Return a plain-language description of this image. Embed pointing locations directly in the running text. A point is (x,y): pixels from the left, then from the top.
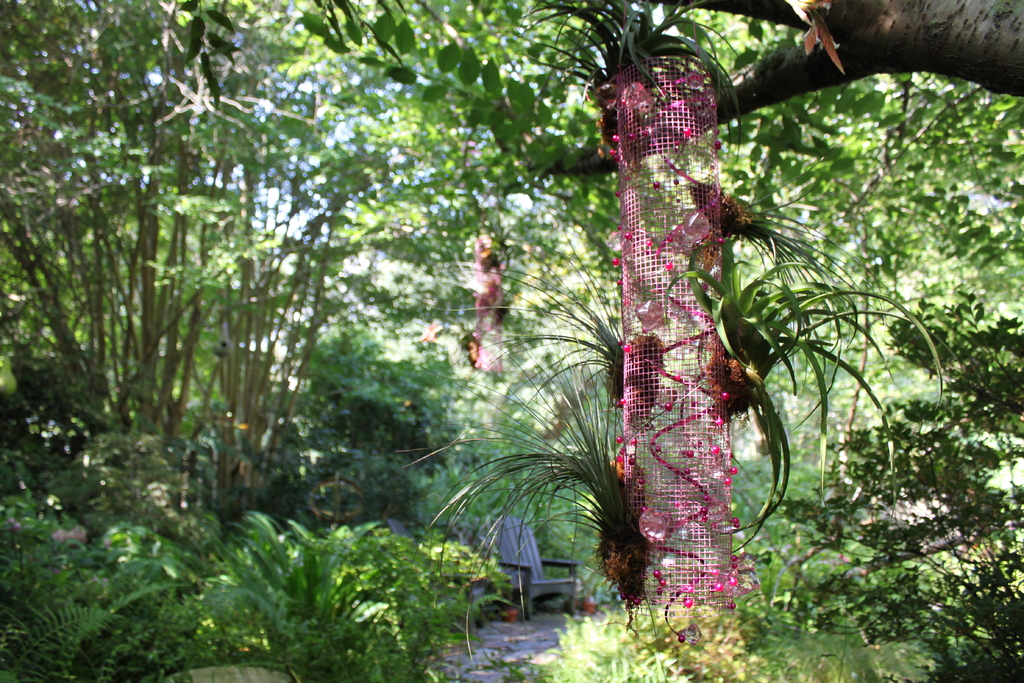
In this picture it looks like a net (679,189) in the cylindrical shape, in the background (236,319) there are trees (140,242). At the bottom (563,580) I can see a chair (534,552).
